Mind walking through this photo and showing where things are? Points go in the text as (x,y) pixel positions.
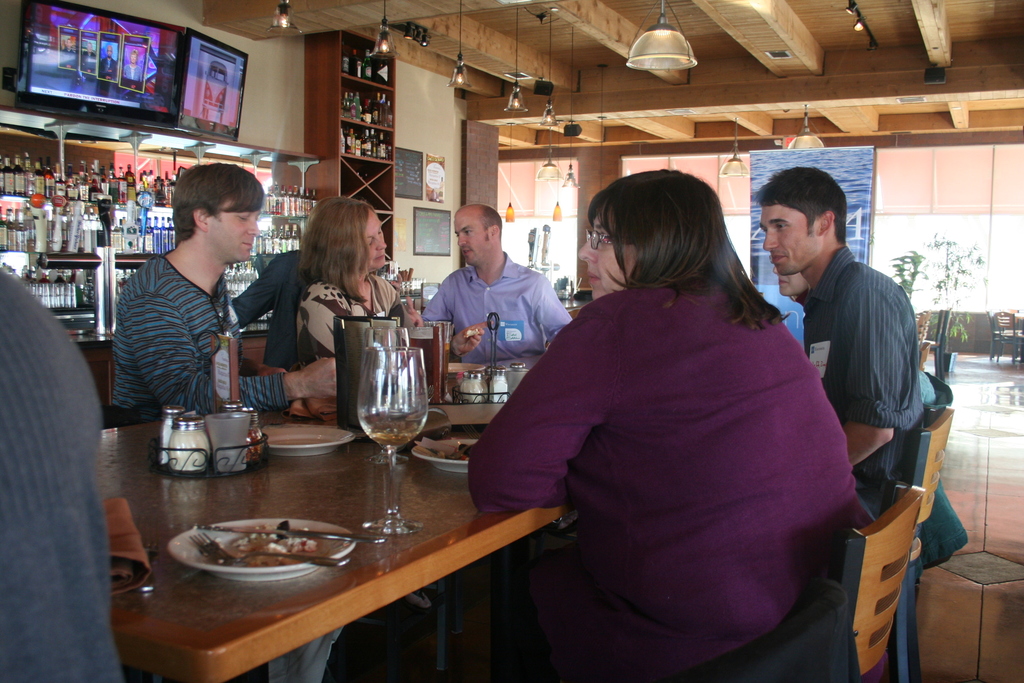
In this picture we can see a group of people (480,255) sitting on a chair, and in front (380,395) on table (313,477) there is a wine glass (397,388), and plate knife (292,525), and fork (238,557) and some object (241,429) on it. and at back (26,203) side there are many bottles (32,172), and here is the television (82,74), and at the roof (704,57) there are lights (676,58), here is the hoarding (826,155), and at right corner (939,288) there are trees (946,308) on the floor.
